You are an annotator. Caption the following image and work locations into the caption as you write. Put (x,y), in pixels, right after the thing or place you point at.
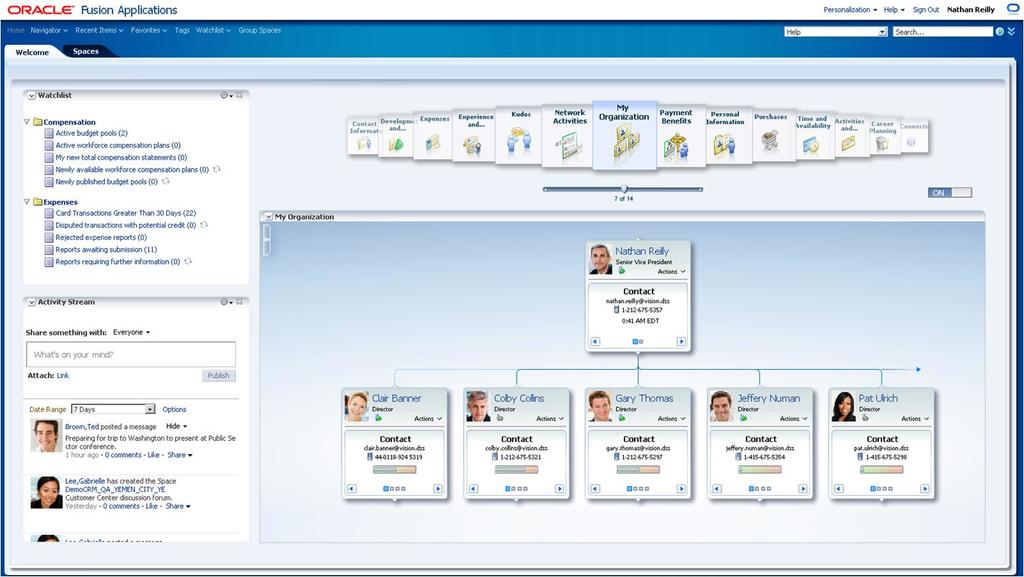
This image consists of a web page (163,304) with a few images (62,441) of human (58,449) and there is a text (118,136) on it.
